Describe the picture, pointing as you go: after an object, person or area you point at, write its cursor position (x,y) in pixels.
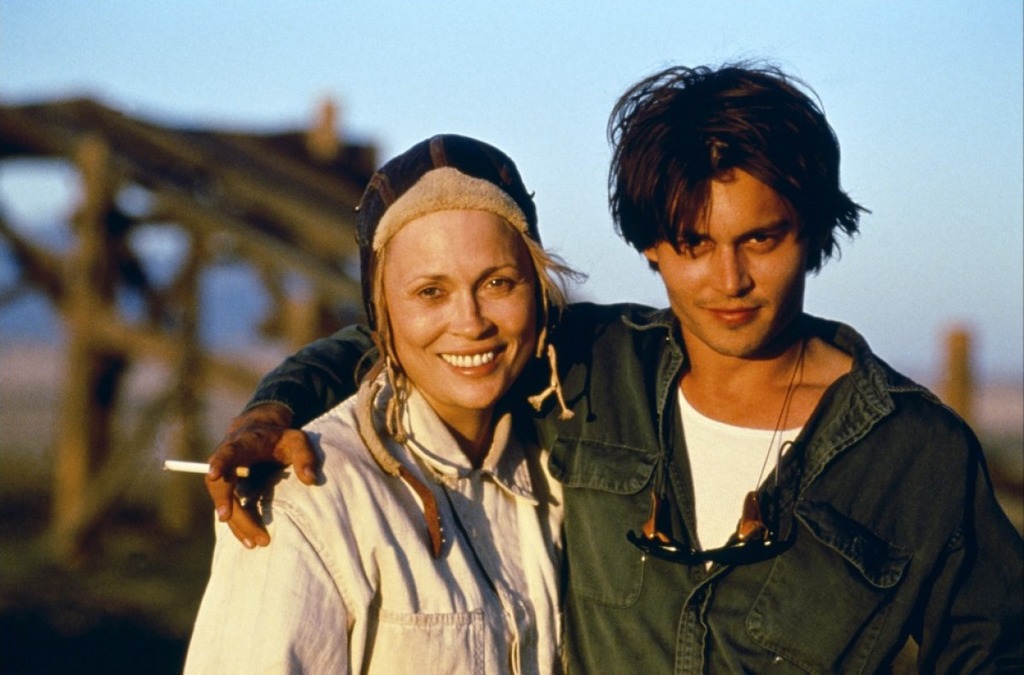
In this image I can see a man (304,444) holding a cigarette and a woman (388,483) are standing. I can see the blurry background (495,69) in which I can see the sky (498,81) and few other objects (332,310).
